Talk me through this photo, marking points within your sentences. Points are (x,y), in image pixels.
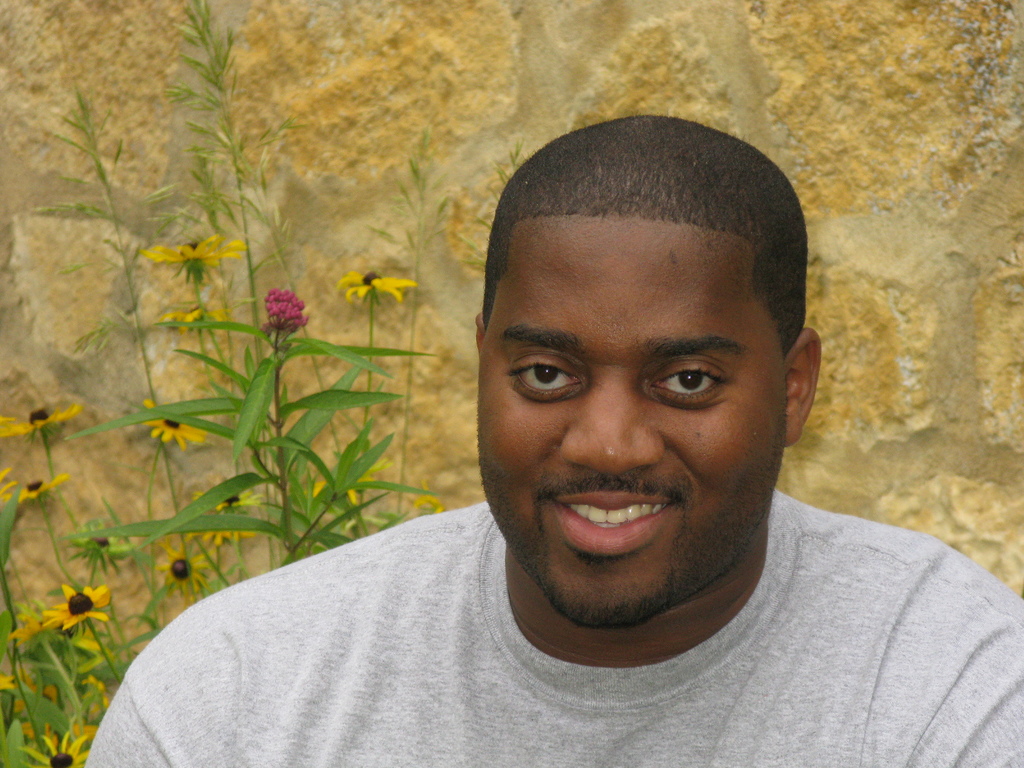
In this image I can see a man (864,612) is smiling, he wore ash color t-shirt (463,623). On the left side (268,376) there are flower plants (166,418), behind him there is the stone wall (543,103).
